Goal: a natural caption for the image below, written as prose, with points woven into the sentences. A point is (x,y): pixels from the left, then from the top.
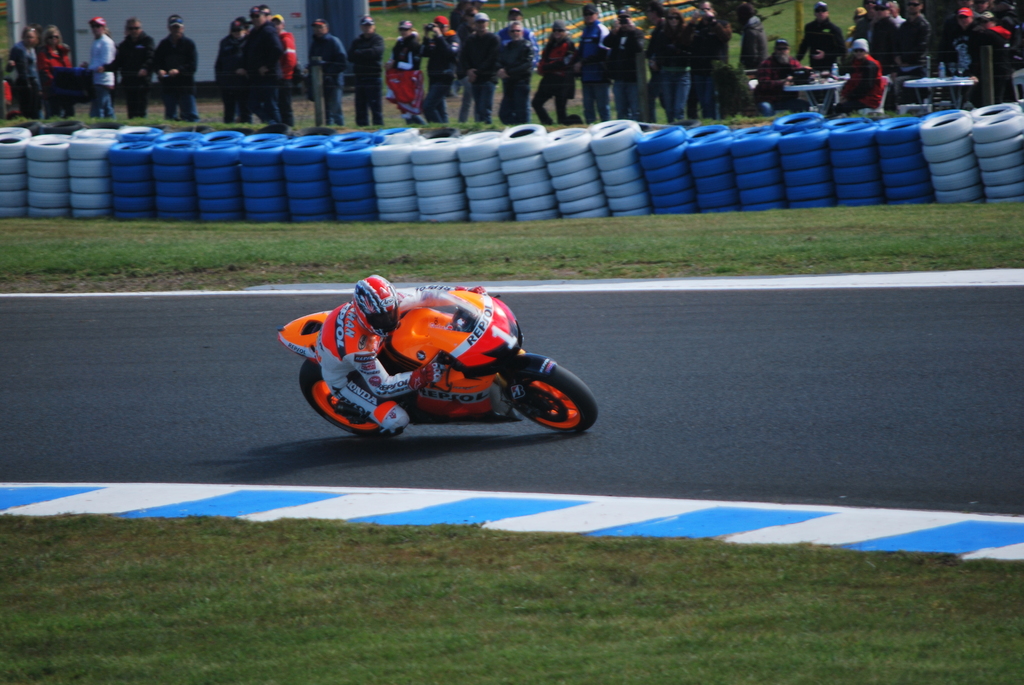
In this image we can see a person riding a bike (489,391), there are few people (27,112), tables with some objects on it, tires (213,135), pole (320,71), grass (549,112), fence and wall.
